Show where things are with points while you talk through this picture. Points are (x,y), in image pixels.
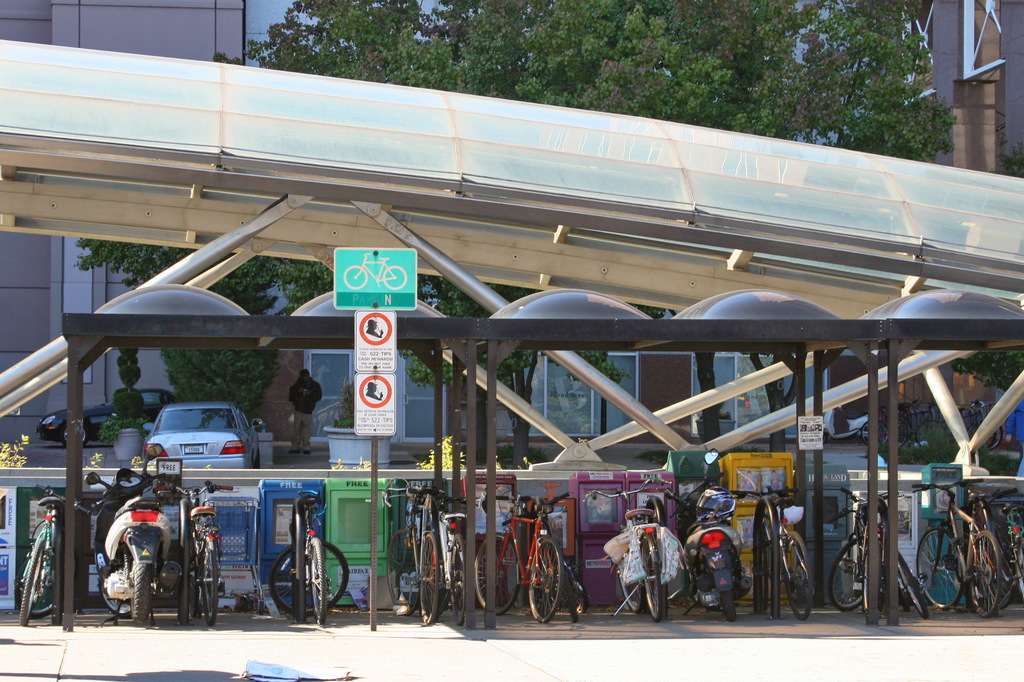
In this picture there is a cycle and scooter stand (70,513) in the front of the image (993,569). Behind there is white color metal shed (928,246). In the background (829,62) there are some trees (170,354) and buildings (58,261).
